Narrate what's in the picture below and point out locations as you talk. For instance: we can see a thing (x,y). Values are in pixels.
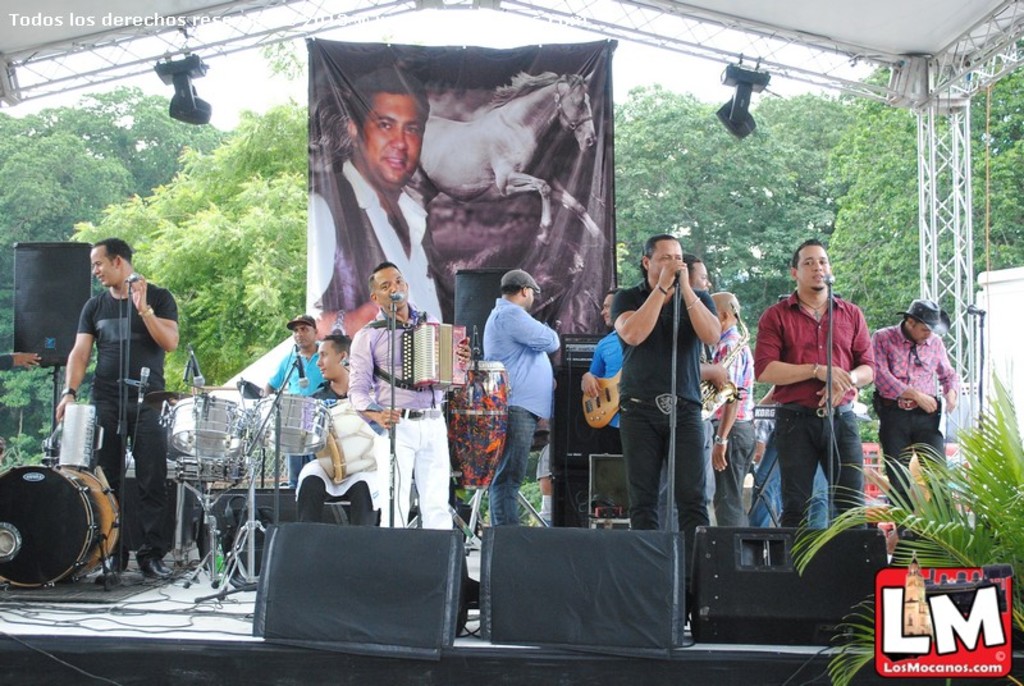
In this image we can see a group of people (629,330). Few people (311,478) are playing a musical instrument (260,446). At the back side (243,226) there is a tree (237,231).
